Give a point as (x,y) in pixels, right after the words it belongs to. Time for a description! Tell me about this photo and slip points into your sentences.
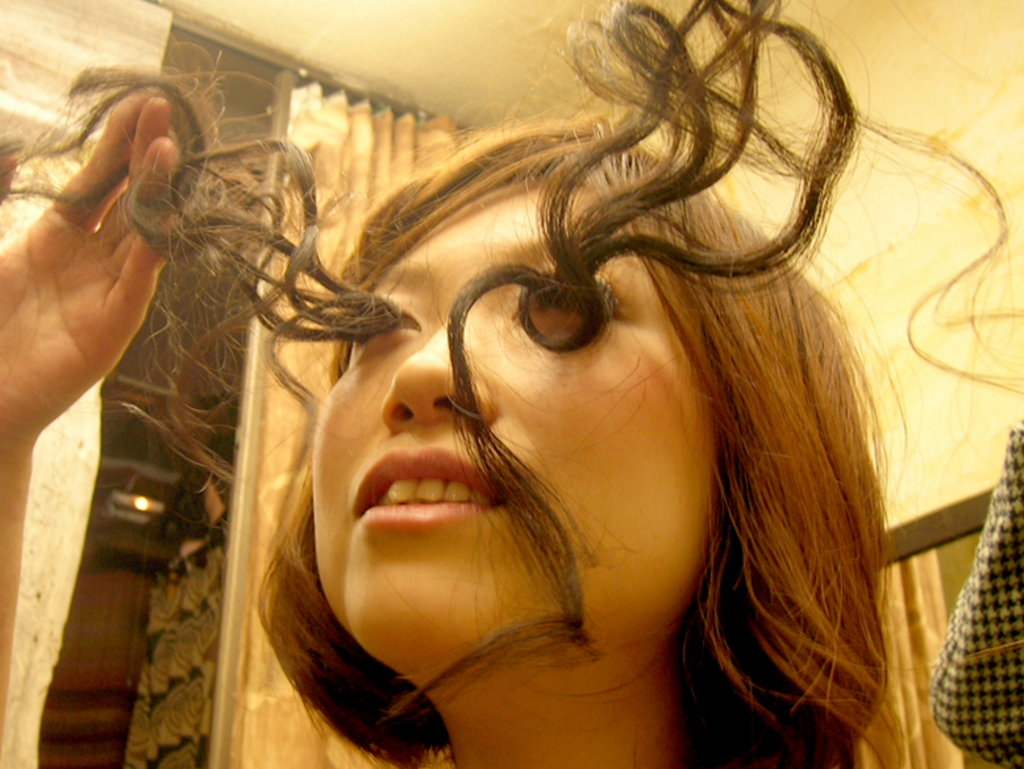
In this image I can see the person (676,399). To the side I can see the white and black color cloth (965,616). In the back (356,236) there are curtains (357,190) and the wall (870,213).
